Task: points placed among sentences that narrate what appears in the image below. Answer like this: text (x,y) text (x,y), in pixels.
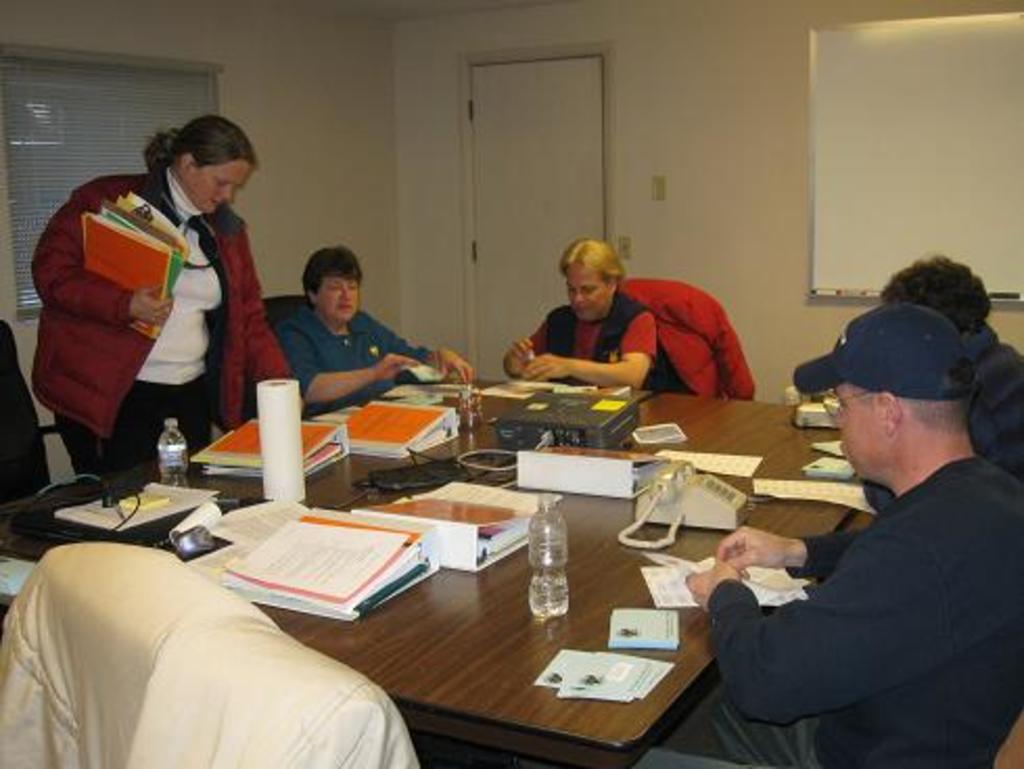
In this image i can see few people (444,361) sitting around the table (498,578) and a woman (215,384) standing and holding a file (137,260) in her hand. On the table (458,445) i can observe many files (475,503), papers (458,496), a water bottle (536,594), a telephone (654,519) and a projector (579,421). In the background (631,172) i can see a wall (702,126), whiteboard (999,264), a door (577,169) and a window blind (104,136).
